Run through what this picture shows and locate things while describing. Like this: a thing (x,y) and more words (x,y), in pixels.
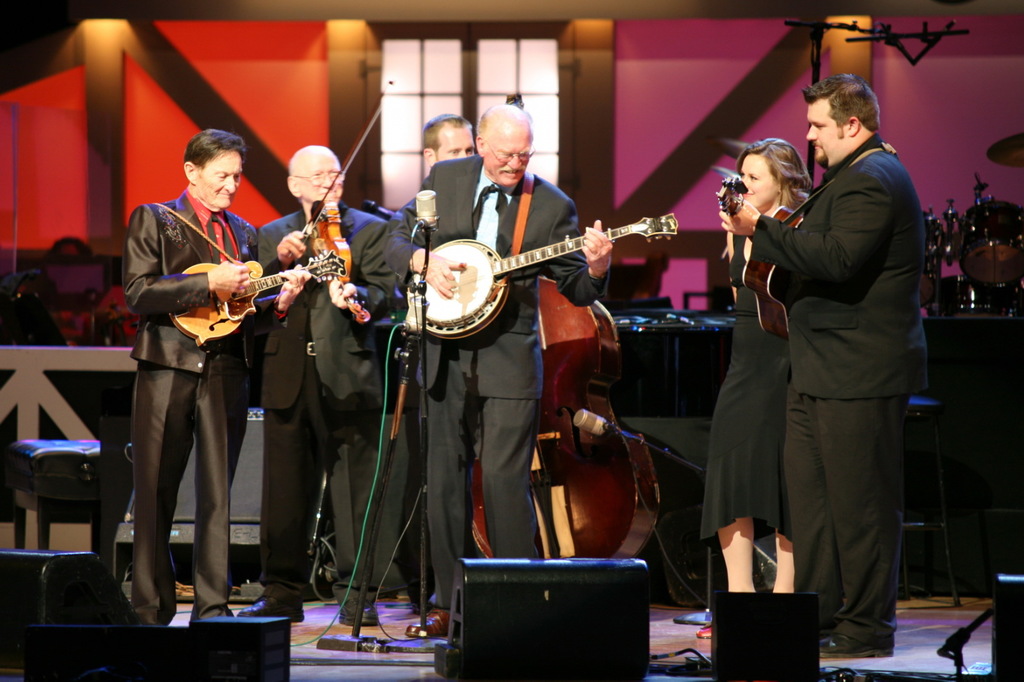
There is a person (541,190) in the middle (458,345), holding and playing banjo (655,235). In front of him, there is a mic (422,206) and stand (406,336). Beside of him, there are other persons (779,169). Some of them are playing musical instruments (756,274). There is a woman (750,243) among them. In the background (719,40), there is a wall (710,46) in pink color and orange color, a window (483,61) made up with glass (446,75) and other items (52,304). In front of them, there are speakers (227,631).
